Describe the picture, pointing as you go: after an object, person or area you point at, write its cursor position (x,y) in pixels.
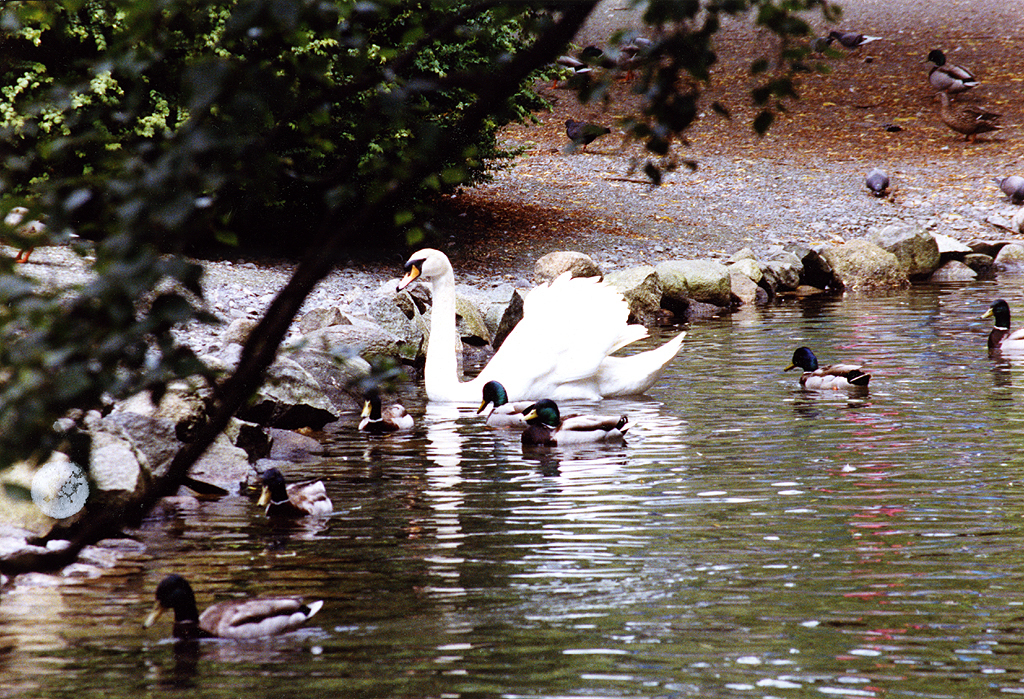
In This image there is a lake (498,455) on the bottom of this image (609,487) and there are some ducks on it. There is a tree (264,139) on the left side of this image (257,104) and there are some birds (880,187) on the top right corner of this image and there are some stones (291,341) in middle of this image (675,285).
